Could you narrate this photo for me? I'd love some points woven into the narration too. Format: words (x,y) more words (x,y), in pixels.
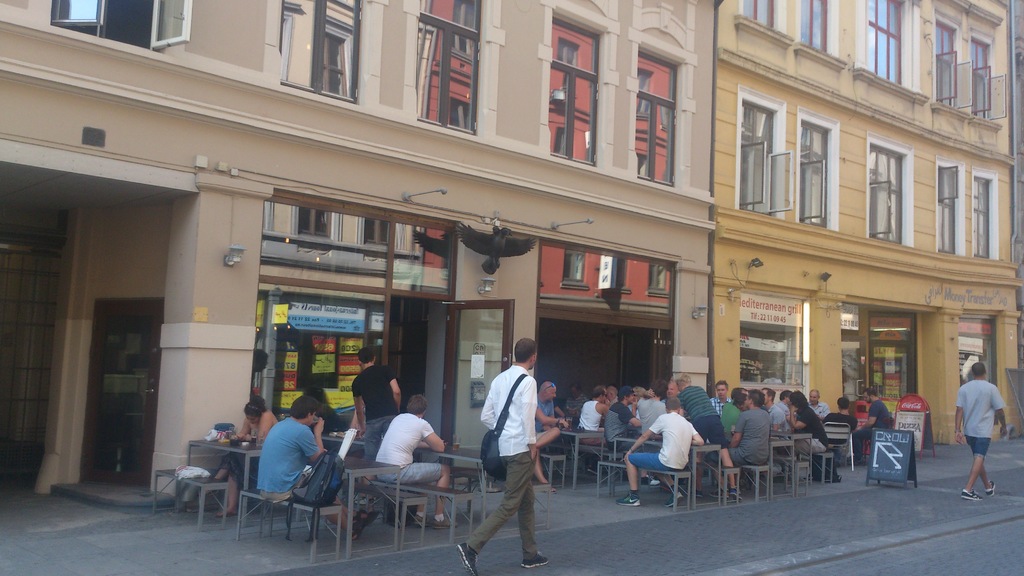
Here we can see a group of people (826,410) sitting on benches (320,508) with tables (324,437) in front of them near the stalls (774,389) and a couple of people (505,448) are walking and there is a building (564,226) present here with windows (336,85), there is a crow statue (508,252) on the building (514,273).
